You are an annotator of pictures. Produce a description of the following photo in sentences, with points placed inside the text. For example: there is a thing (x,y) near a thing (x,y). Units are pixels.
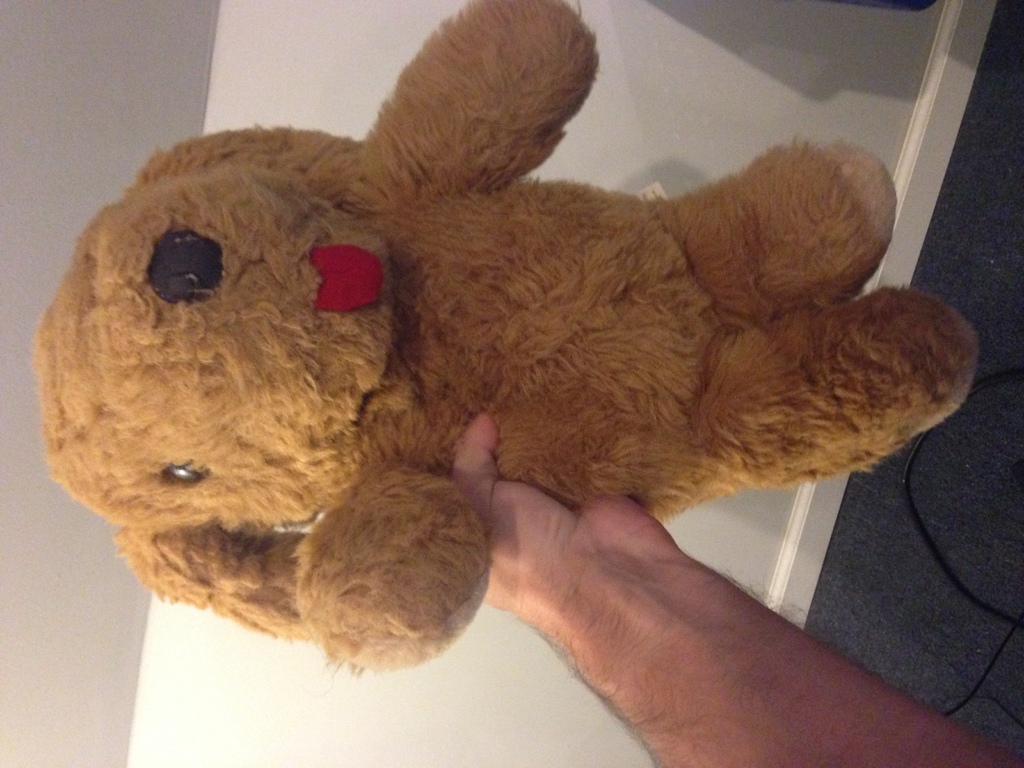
In this image I see a person's hand (517,565) who is holding a soft toy (343,207) which is of brown in color. In the background (298,42) I see the white surface (841,17) and I see the wires (994,612) over here.
